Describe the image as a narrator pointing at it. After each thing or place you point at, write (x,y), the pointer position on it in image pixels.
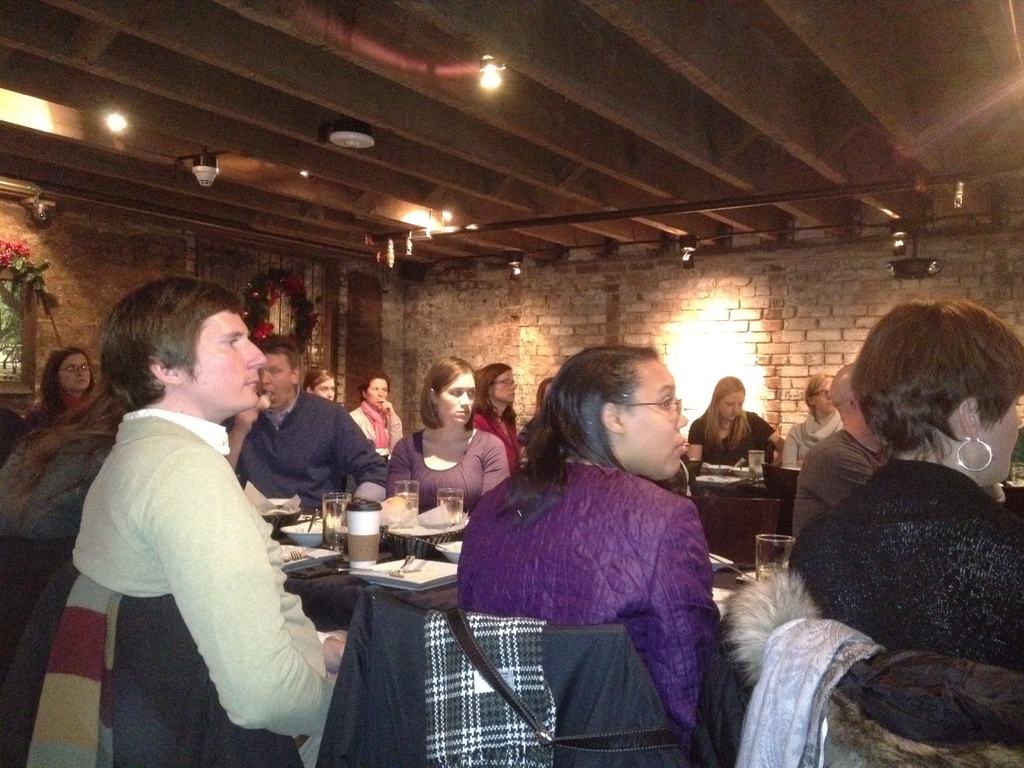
In this image I can see number of people (277,430) are sitting on chairs (376,671). I can also few tables (354,590), few lights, few flowers (1,263) in the background (305,307), few jackets (650,704) and on these tables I can see number of glasses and number of plates (311,547).
